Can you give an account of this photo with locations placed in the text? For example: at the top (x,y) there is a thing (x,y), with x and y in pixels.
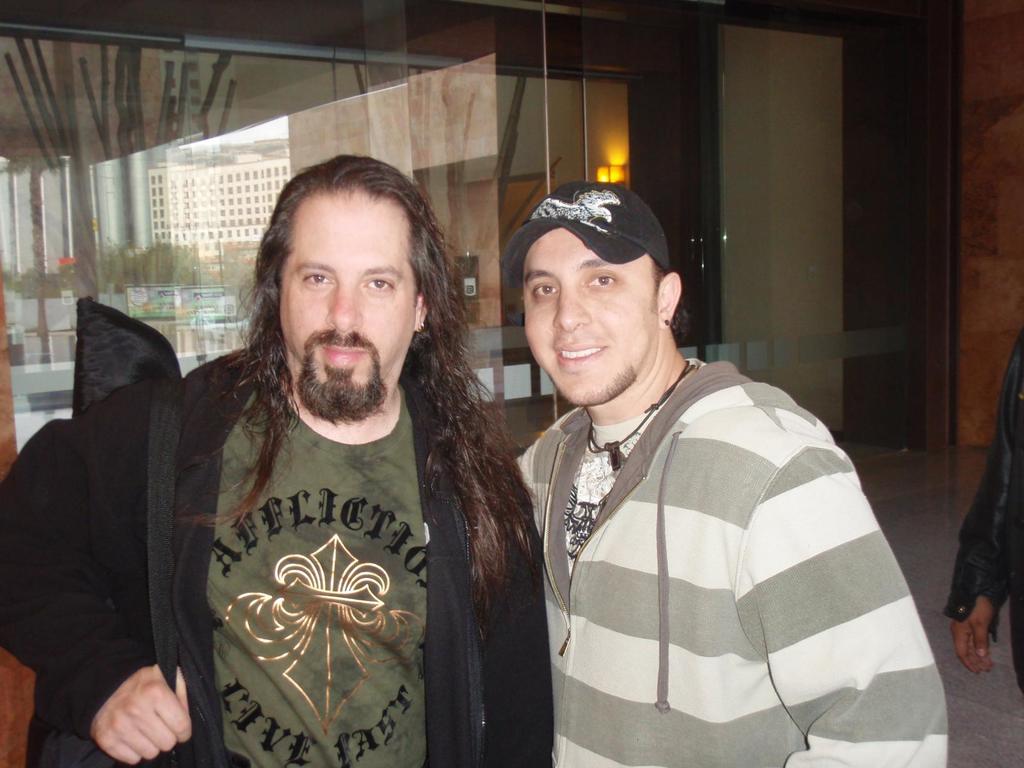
There is a person (440,512) in black color jacket (471,606), wearing a bag (130,365) and holding thread (163,550) of the bag (153,341), smiling and standing near another person (569,336) who is smiling and standing. On the right side (984,620), there is a person (1013,415) in black color dress (1004,495). In the background (914,382), there is a glass door (231,95) of a building (840,31). On which, there is a mirror image (267,141) of a building (247,189), trees (184,251) and other objects (157,308).
